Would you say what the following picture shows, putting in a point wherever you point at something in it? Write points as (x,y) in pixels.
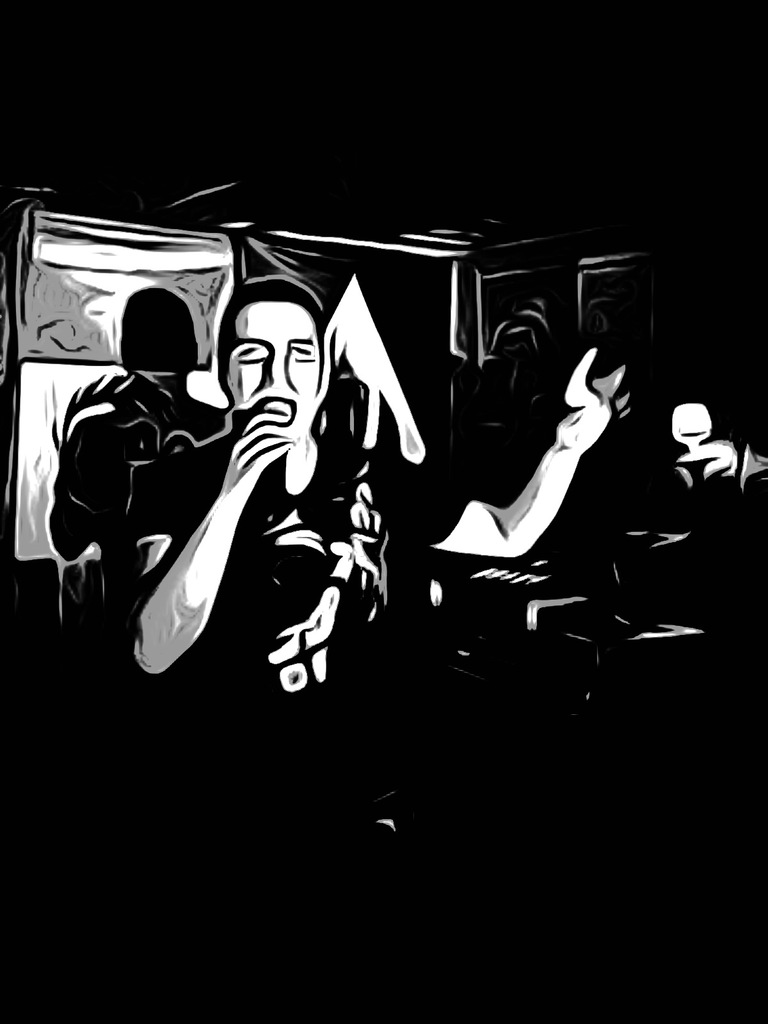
This is a cartoon image of a person (264,528) and some other things (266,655). This picture is black and white in color.
